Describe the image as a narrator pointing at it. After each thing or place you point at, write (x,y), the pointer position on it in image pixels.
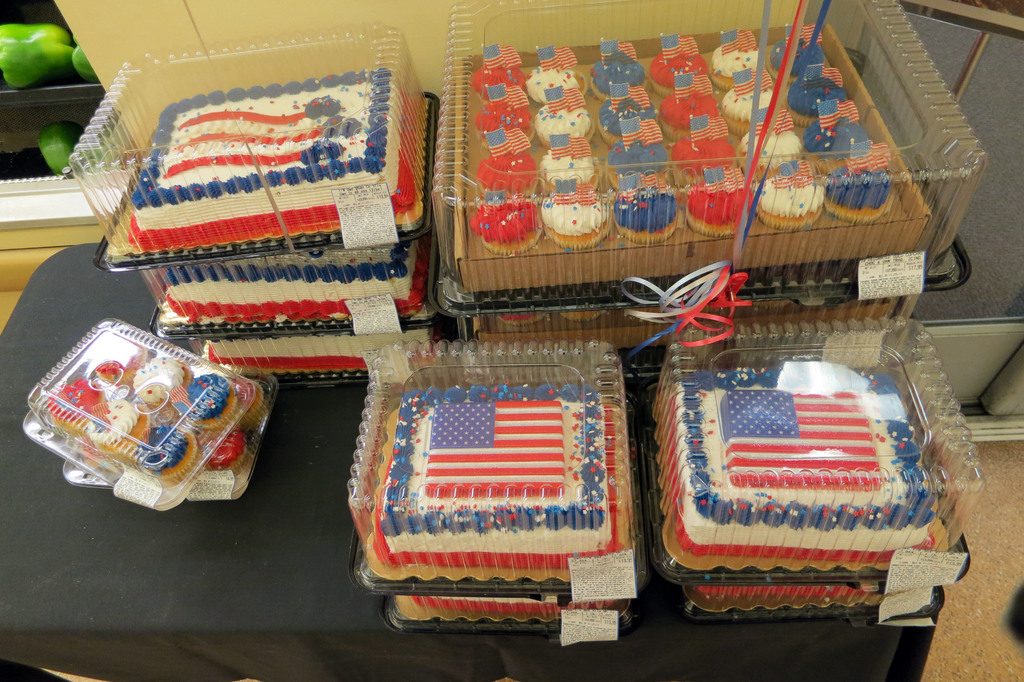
In this image we can see cakes (510,405) and muffins (568,121) packed in the polythene cartons (538,336) and placed on a table (161,516).
